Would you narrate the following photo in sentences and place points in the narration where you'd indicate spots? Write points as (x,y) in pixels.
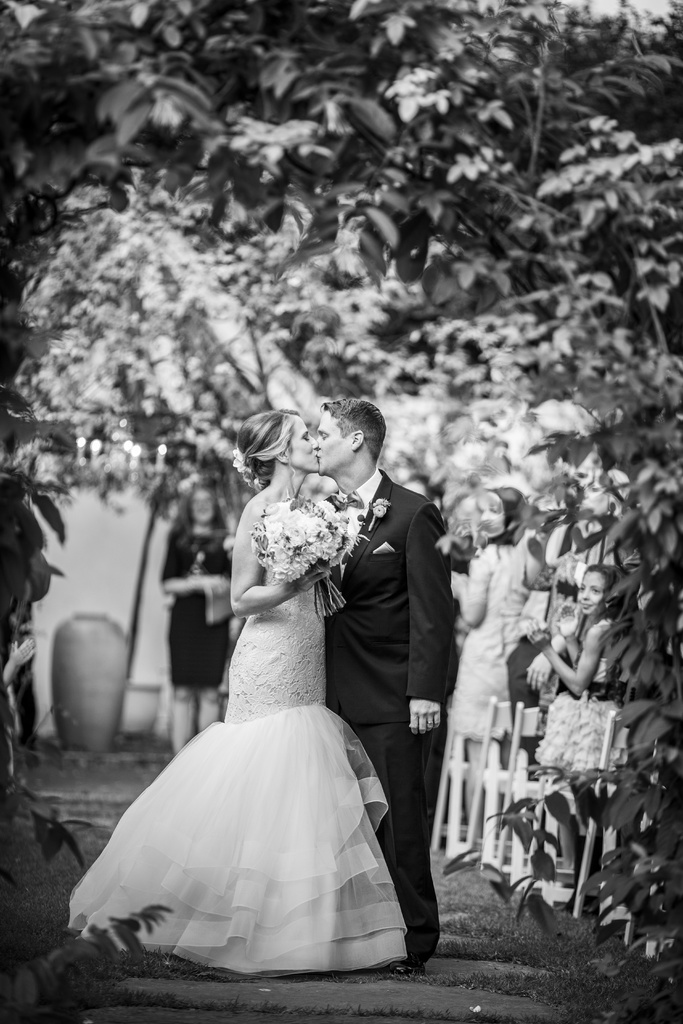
In this image I can see a couple (433,535) kissing each other. I can see woman (239,557) holding a flower (339,596). In the background (474,671) I can see few more people (510,504) and chairs (488,805). I can also see decorations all over the places.
